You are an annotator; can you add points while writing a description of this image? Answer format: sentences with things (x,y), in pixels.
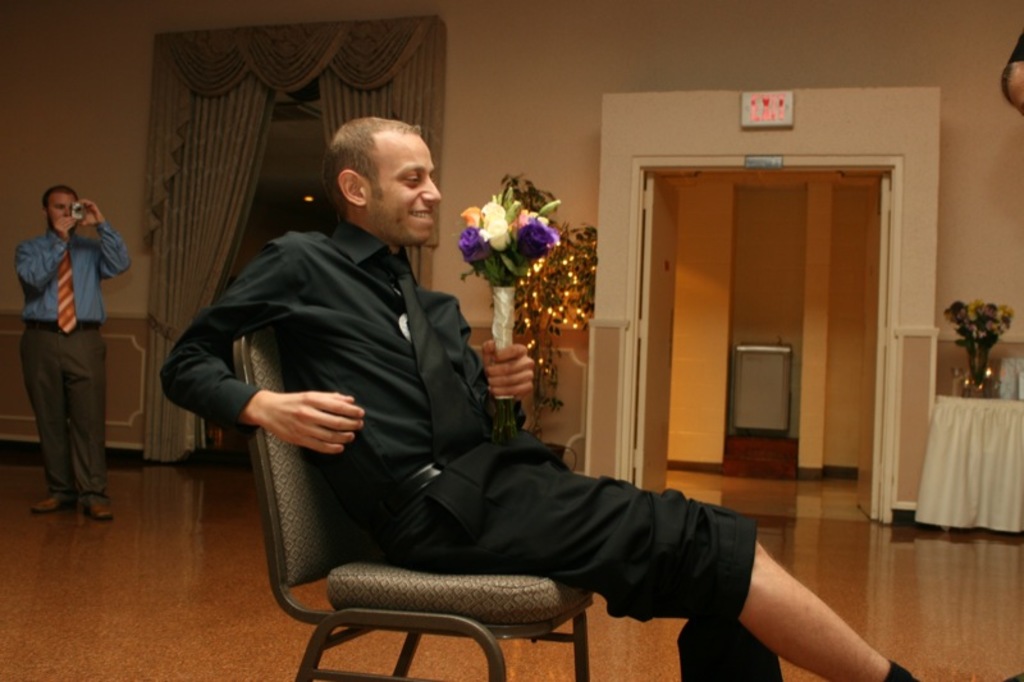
In this picture there is a man (418,411) sitting on the chair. He is holding a flower bouquet (493,333) in his hand (490,359). There is a person (70,280) who is holding a camera (83,217) in his hand (92,208). There is a flower bouquet (970,326) on the table (947,463). There is a plant (554,284) with some lights (574,283). There is a grey curtain (232,140) at the background (237,175).
